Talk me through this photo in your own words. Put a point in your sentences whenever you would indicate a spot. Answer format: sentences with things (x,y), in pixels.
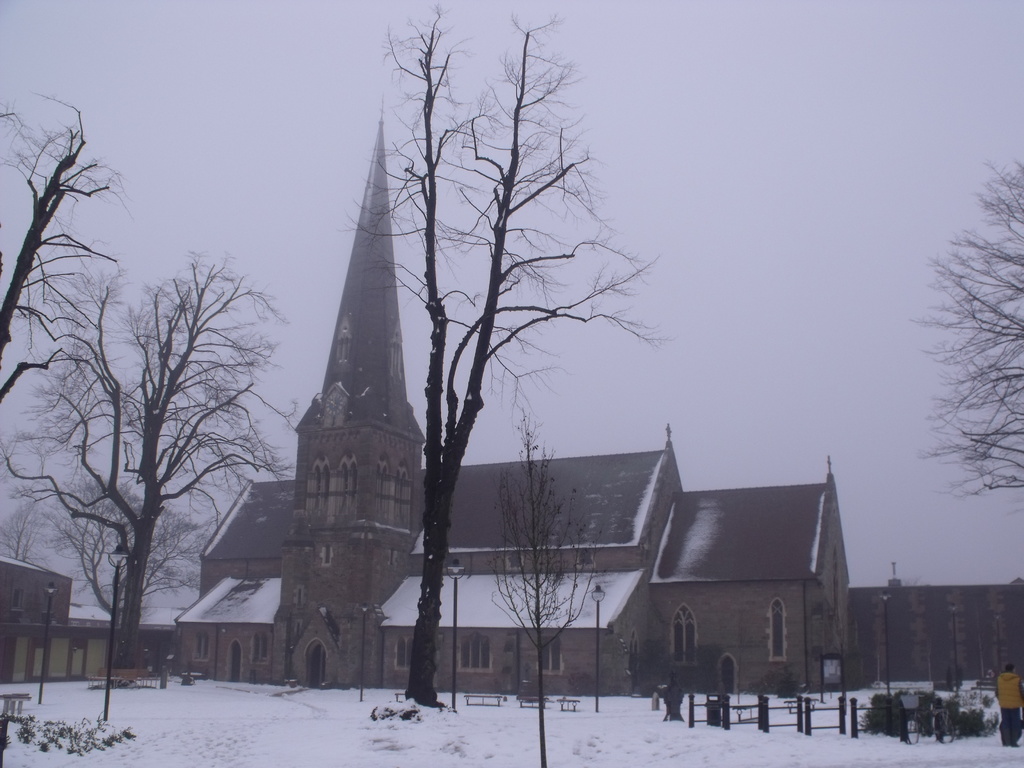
In this picture we can see people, fence (806,723), electric poles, benches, trees (434,689), snow (645,719) and some objects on the ground (301,695) and in the background (850,509) we can see buildings (828,475), sky (651,375).
